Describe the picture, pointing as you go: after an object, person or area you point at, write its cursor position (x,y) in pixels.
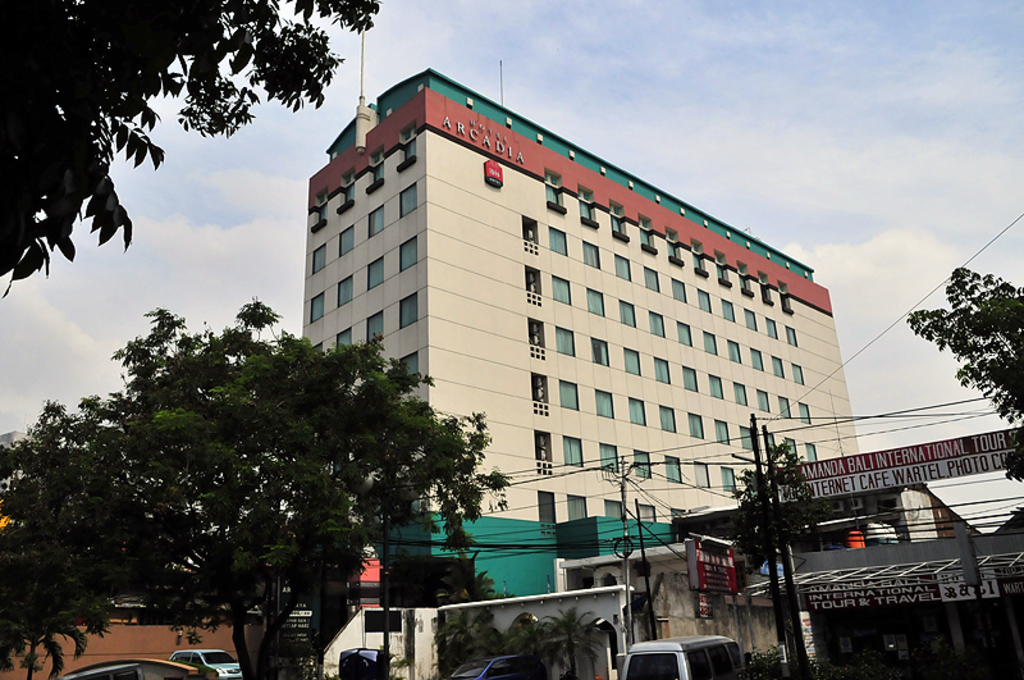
On the left side (287,454), there are trees (142,88) and vehicles (66,677) on the ground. On the right side (940,454), there is a hoarding (950,463), poles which are having cables (895,415), a tree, vehicles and buildings (997,548) on the ground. In the background (633,310), there is a building (556,382) which is having windows (375,213) and there are clouds (321,126) in the sky (525,18).
